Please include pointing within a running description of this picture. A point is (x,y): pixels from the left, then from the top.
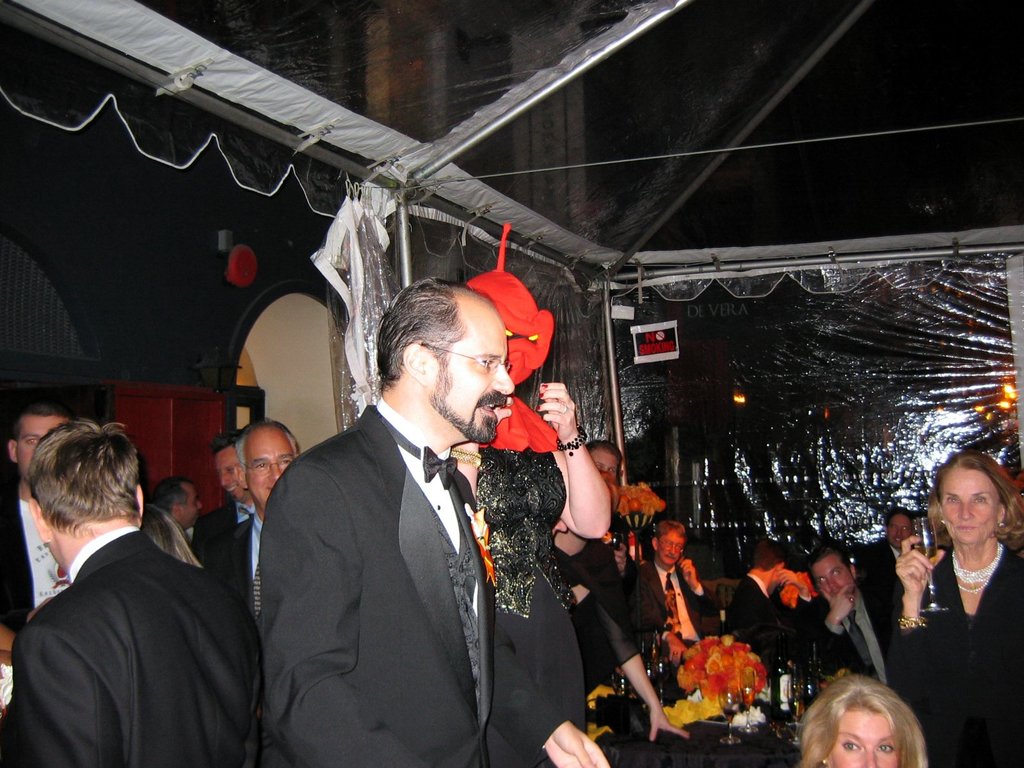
In this image I can see few people (519,504) and they are wearing different color dresses (502,510). I can see few glasses (745,674) and few objects (748,654) on the table (718,720). Back I can see a building (135,310), pole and a cover (692,391).
